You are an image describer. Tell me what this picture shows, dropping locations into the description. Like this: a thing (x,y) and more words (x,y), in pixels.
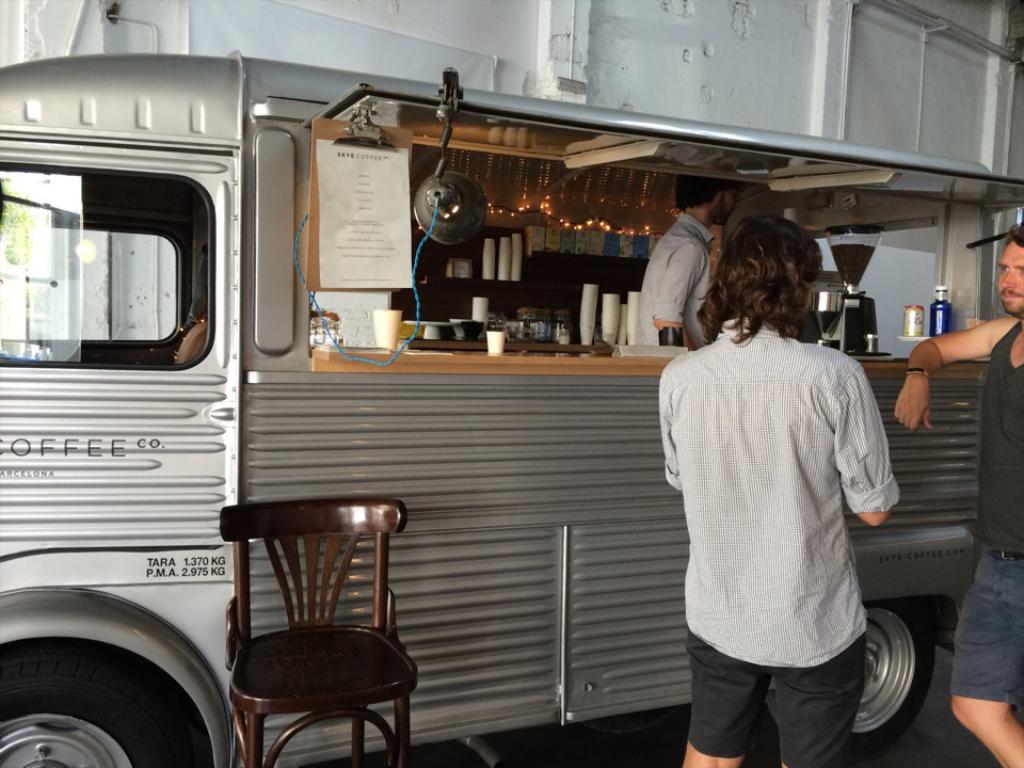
This picture describes about three persons (854,396) and a truck (233,306). Two persons (735,379) standing outside of the truck (915,490), and we can see a chair (355,536), note pad (369,182), glasses (476,306) and machine (851,306).
